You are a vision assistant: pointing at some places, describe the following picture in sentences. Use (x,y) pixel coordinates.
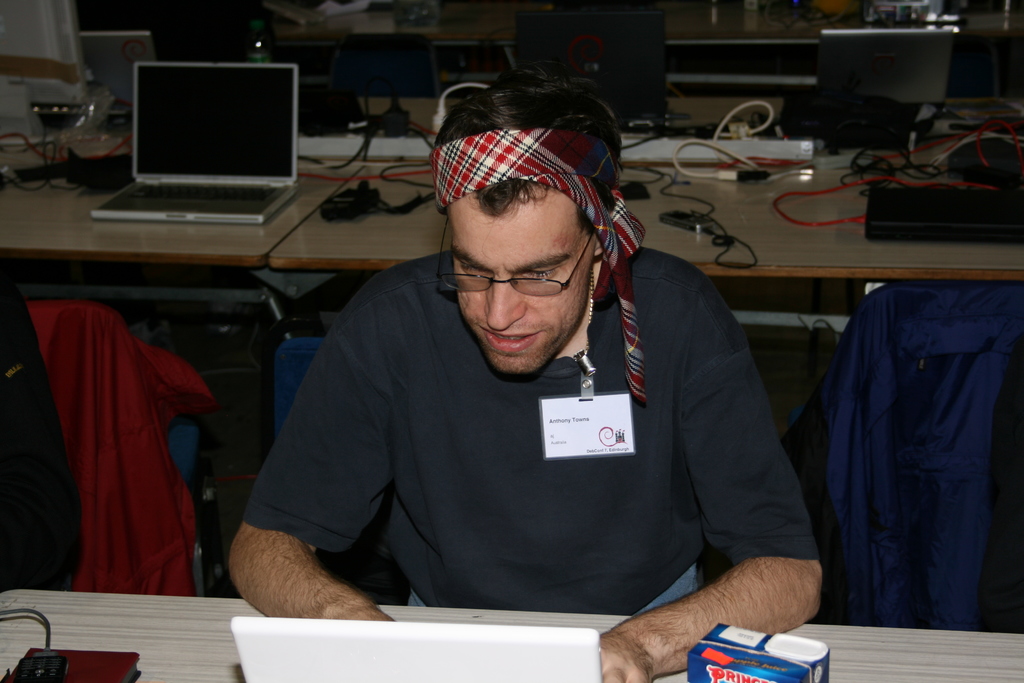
In this picture, we can see a man (542,496) is sitting on a chair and in front of the man (518,492) there is a table (200,611) and on the table (151,659) there is a laptop (450,670), mobile (24,679), book (72,653) and a box (768,636). On the left (103,432) and right side of the man (538,471) there are jackets (124,430) on the chairs (124,430) and behind the man (538,314) there is another table (761,218) and on the table (769,189) there are laptops (270,97), cables (408,213) and other items (640,199).
